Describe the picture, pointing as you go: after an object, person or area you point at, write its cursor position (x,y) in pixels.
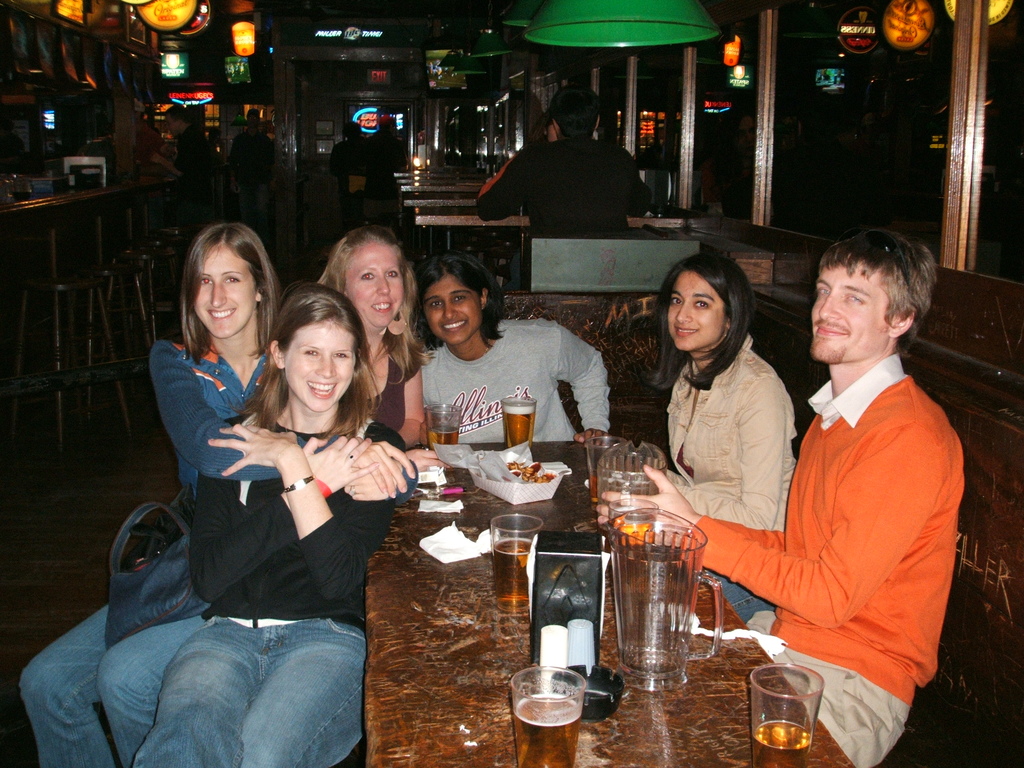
In the middle of the image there is a table (490,652). On the table (509,711) there are glasses (514,711) with drinks (796,736), jugs (629,575), tissues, boxes (572,615) and some other things (543,640). Around the table (457,719) there are few people (864,445) sitting. Behind them there is a person (527,182) sitting. In the background (473,190) there are tables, stools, glass walls (917,149), glass doors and there are few things (179,62) hanging with lights (372,32).
